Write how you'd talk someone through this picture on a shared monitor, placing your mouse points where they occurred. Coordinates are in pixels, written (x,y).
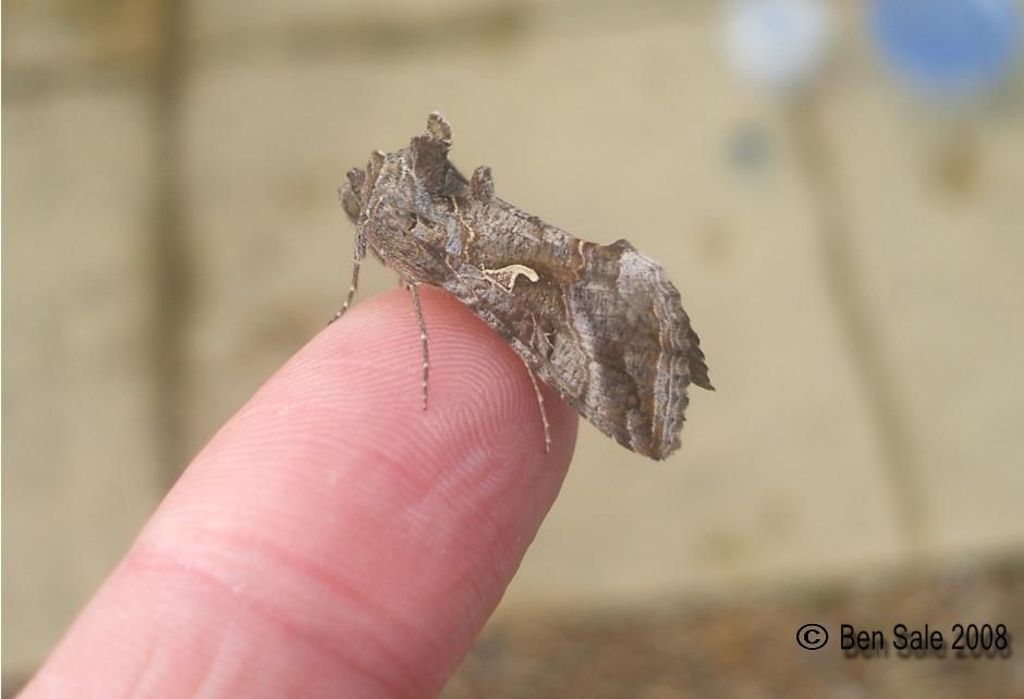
In this image we can see an insect (597,378) on the person's finger (484,425).
